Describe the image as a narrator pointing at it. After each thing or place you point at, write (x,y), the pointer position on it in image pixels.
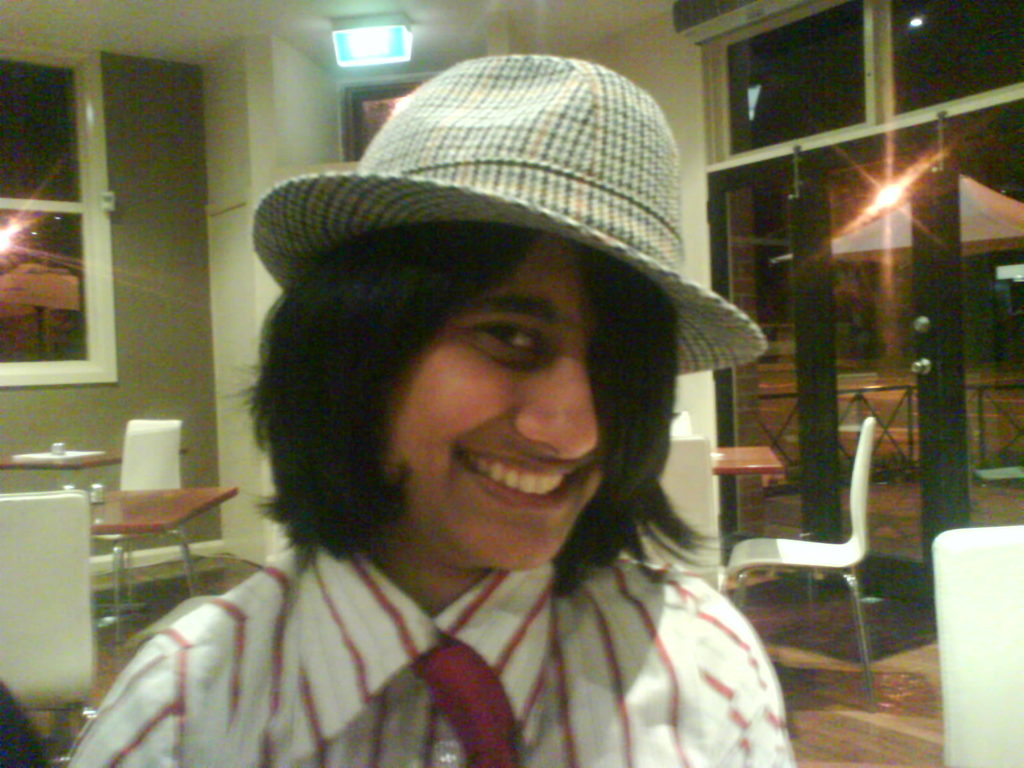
In the image in center (512,497) there is a person (488,617), he is smiling which we can see on his face (519,470) he is wearing cap (511,154). And the left corner (32,510) there is a table (123,524) and chairs (62,534) and wall (139,272) with glass window (36,299).
